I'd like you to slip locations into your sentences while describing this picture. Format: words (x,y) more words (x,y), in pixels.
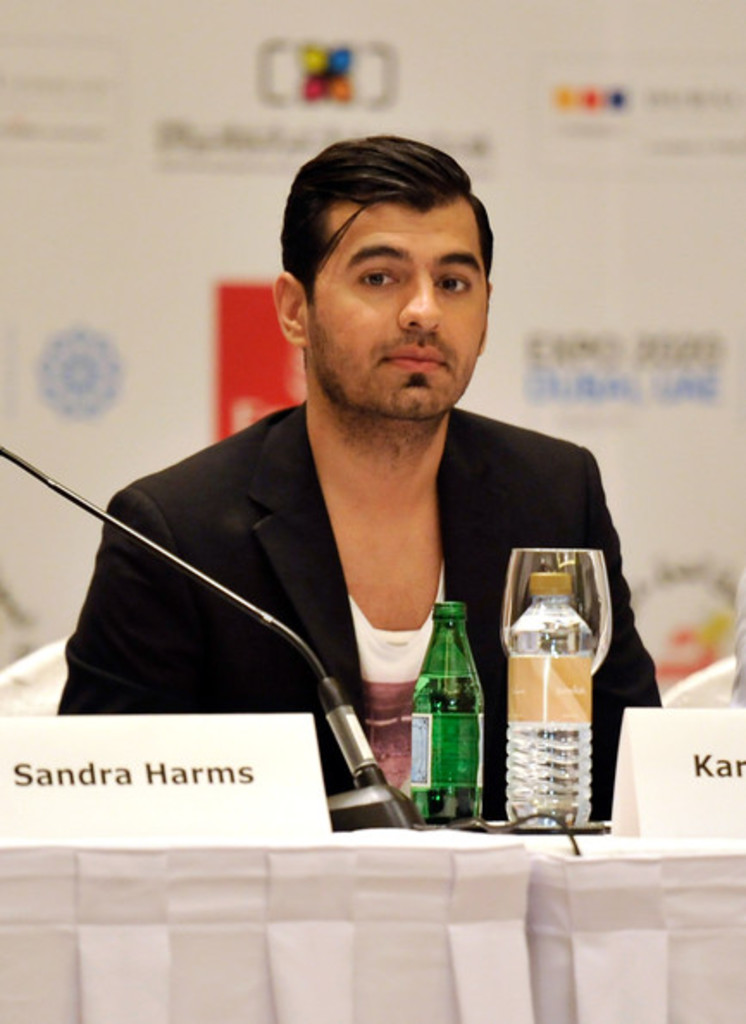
In this picture we can see a man (363,545) who is in black suit (247,563). These are the bottles (561,681). And this is the table (418,894). On the background (544,231) there is a hoarding (227,279).
